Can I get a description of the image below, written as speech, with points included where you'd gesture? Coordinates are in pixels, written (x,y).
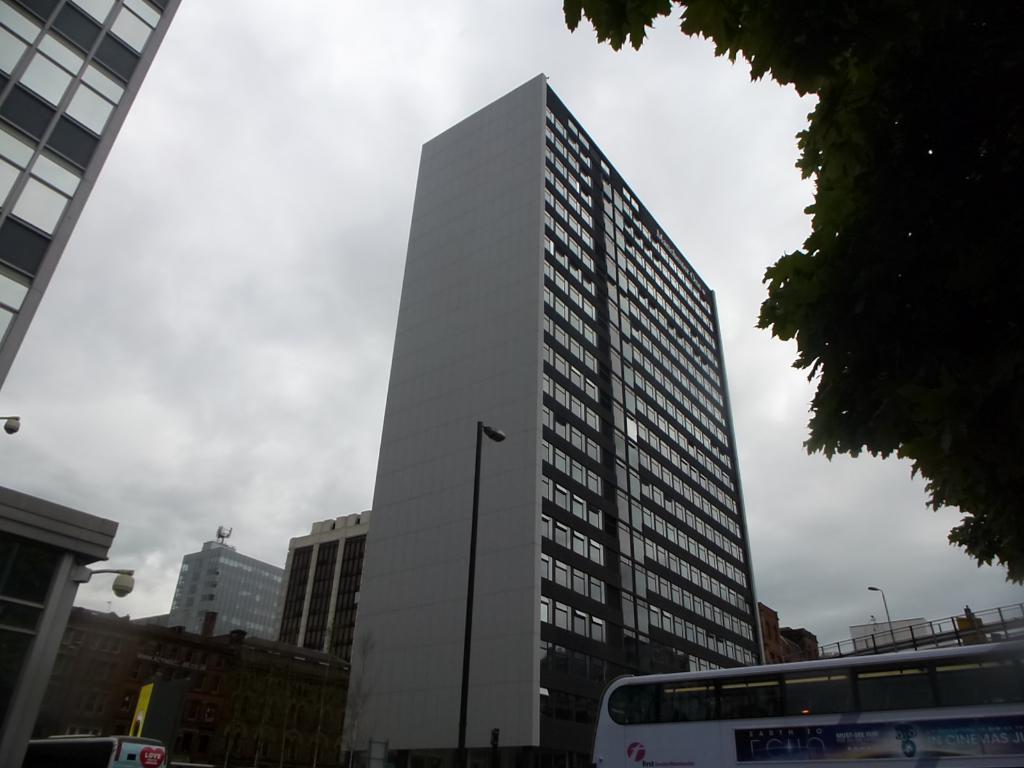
In this picture we can see two buses (716,707), buildings (724,573), electric poles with street lights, board (157,704), trees (856,231) and in the background (339,156) we can see the sky (273,281) with clouds (185,361).
